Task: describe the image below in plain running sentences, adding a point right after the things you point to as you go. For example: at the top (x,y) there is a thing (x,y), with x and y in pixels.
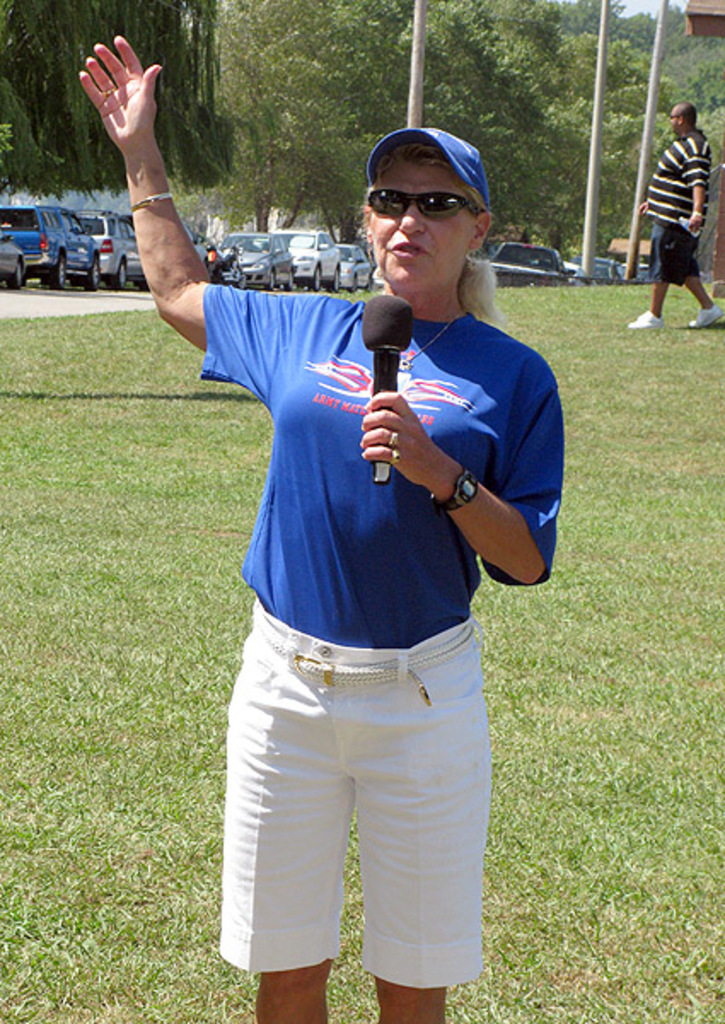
In the foreground (377,444) I can see a woman (369,475) is holding a mike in hand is standing on grass (332,1017). In the background (617,76), I can see fleets of vehicles (373,265) on the road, light poles (654,74), trees (576,94), buildings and one person (702,325) is walking. This image is taken may be during a day.
